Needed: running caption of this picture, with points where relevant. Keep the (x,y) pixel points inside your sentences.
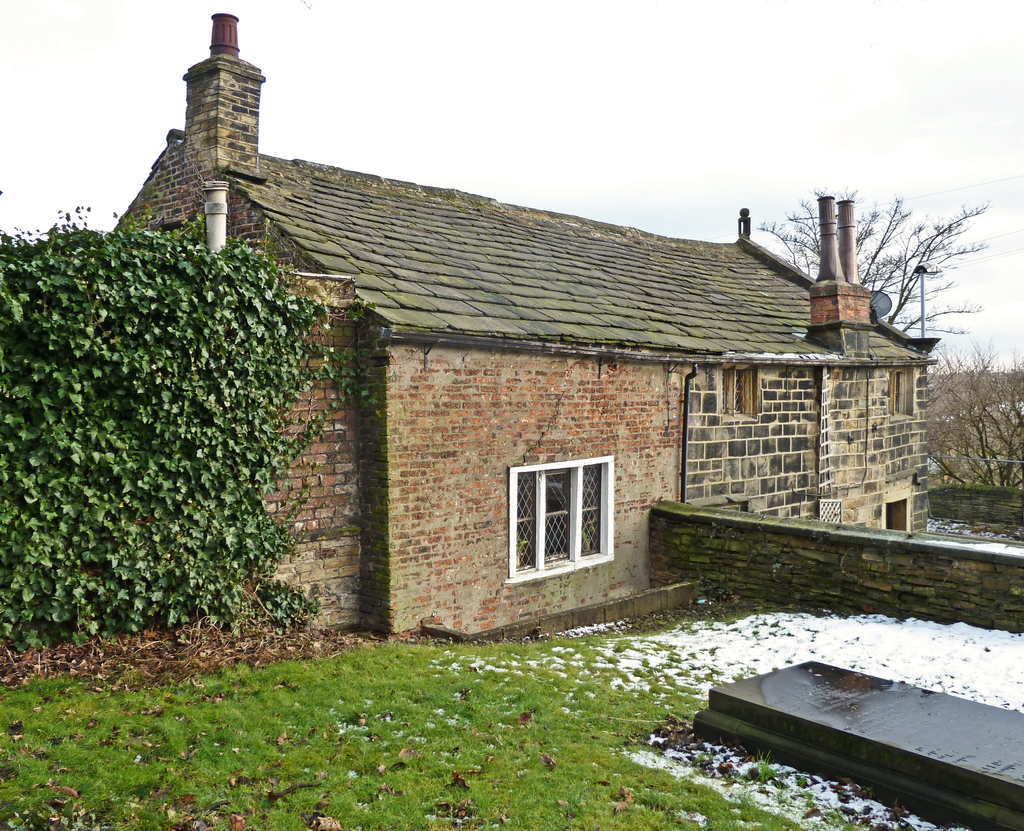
In the image there is a home (429,325) in the front (568,508) with grass (629,685) in front of it and plants (929,394) on either side of it and above its sky (402,70).
